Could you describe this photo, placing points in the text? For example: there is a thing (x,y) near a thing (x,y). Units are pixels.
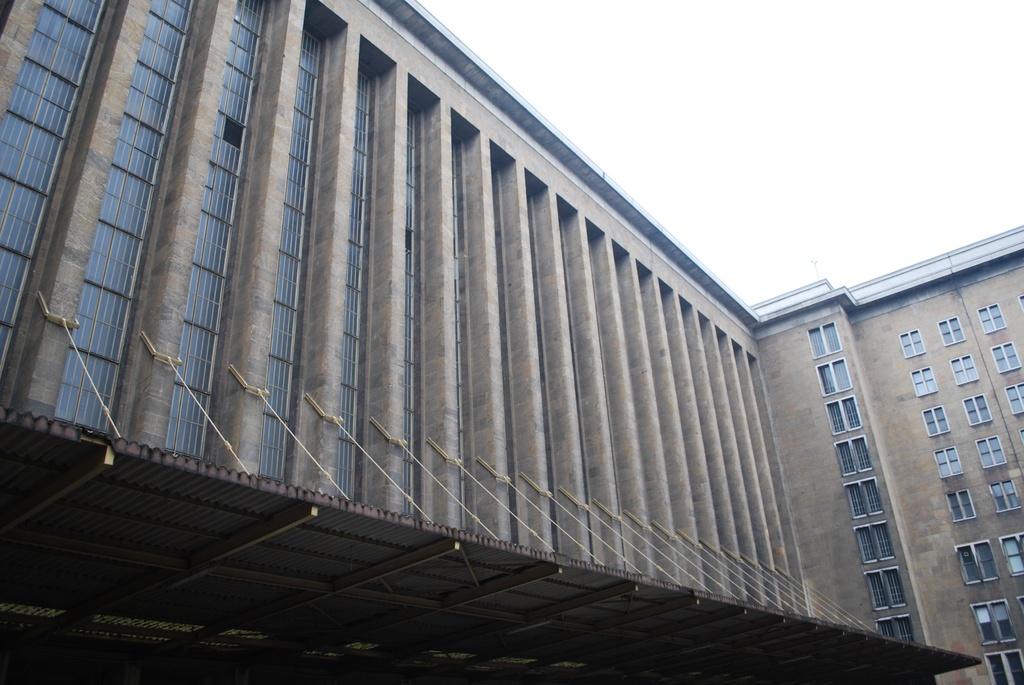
In this picture there is a building (607,403) which is in brown color.
